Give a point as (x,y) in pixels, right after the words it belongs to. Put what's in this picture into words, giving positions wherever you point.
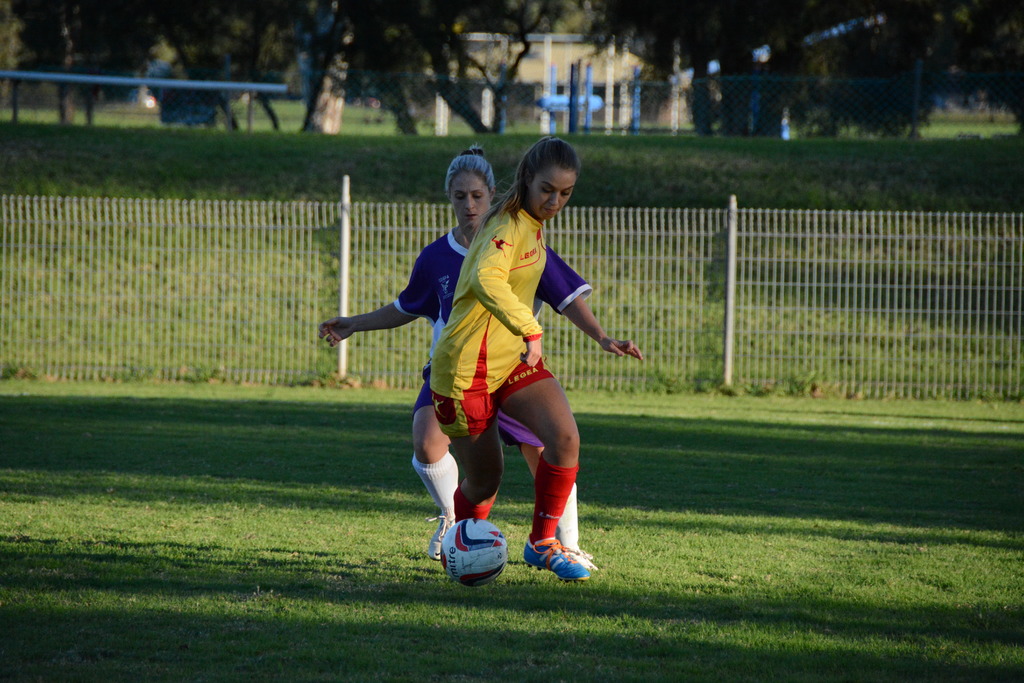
In this image I can see two women (536,387) are playing football on the ground (462,592). I can also see there is a fence (372,264) behind this woman (517,277).
